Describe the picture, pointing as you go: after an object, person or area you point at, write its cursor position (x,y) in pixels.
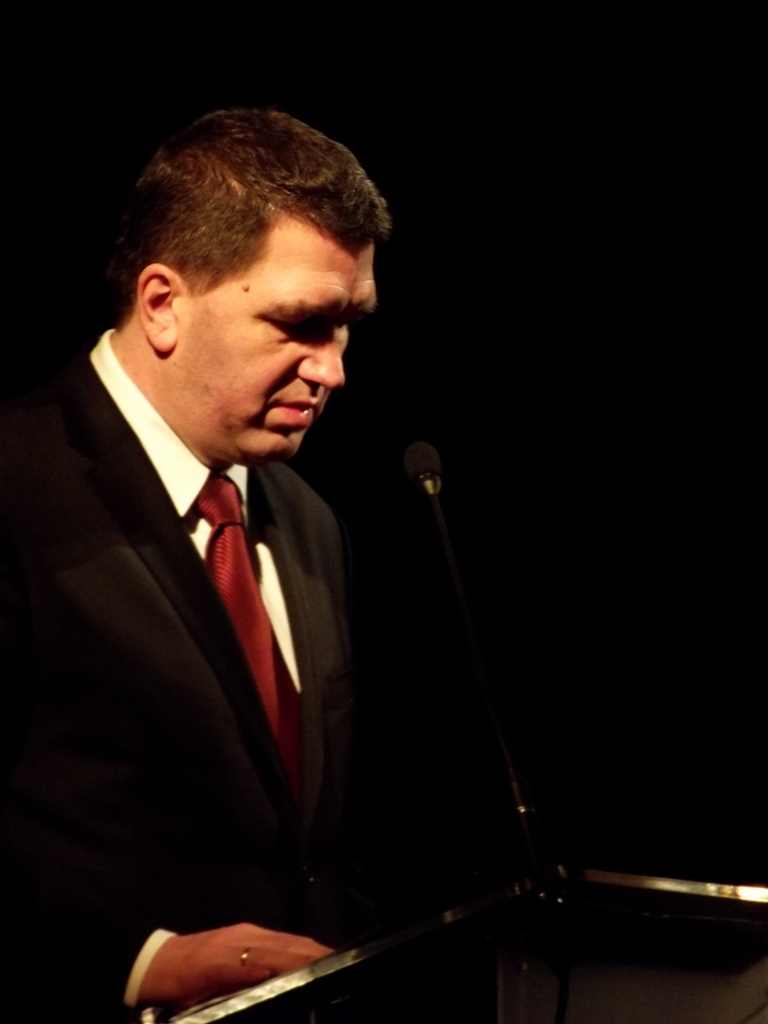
There is a person (190,591) wearing black suit (200,676) is standing in front of a podium (539,893). On that there is a mic (437,494). In the background (536,303) it is black.
